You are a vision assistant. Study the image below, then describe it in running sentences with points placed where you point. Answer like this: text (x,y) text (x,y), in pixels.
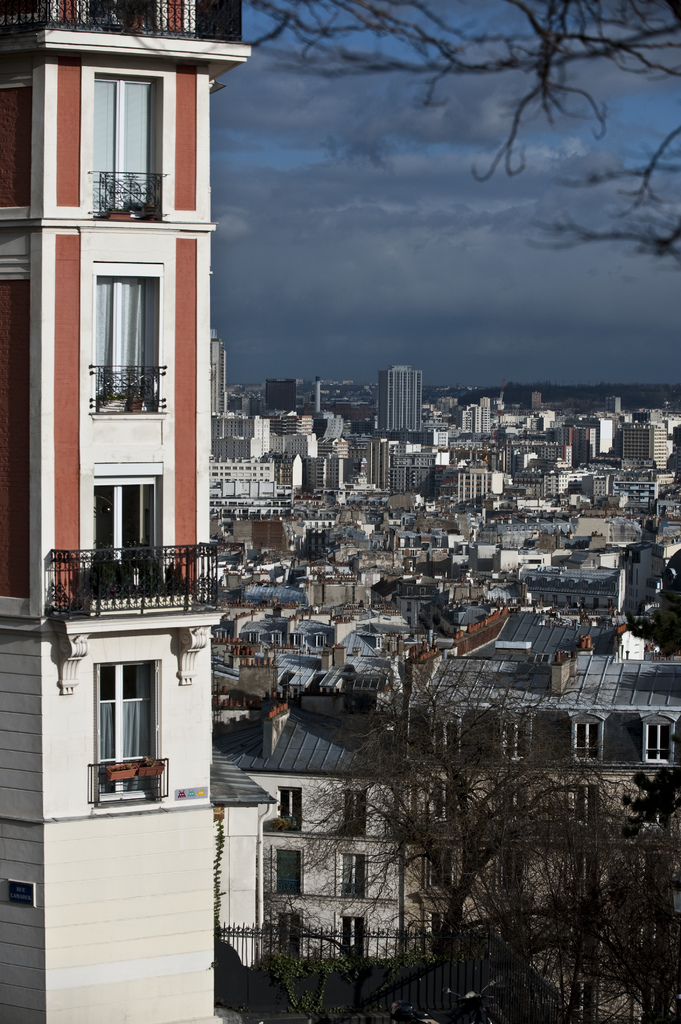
Here in this picture in the front (108,527) we can see a building tower (155,646) present and we can see its windows (129,530) over there and we can also see other buildings (388,559) and houses (363,556) present all over there and we can see trees (548,812) and plants (663,969) present and we can see clouds (224,327) in the sky (482,195) over there.
